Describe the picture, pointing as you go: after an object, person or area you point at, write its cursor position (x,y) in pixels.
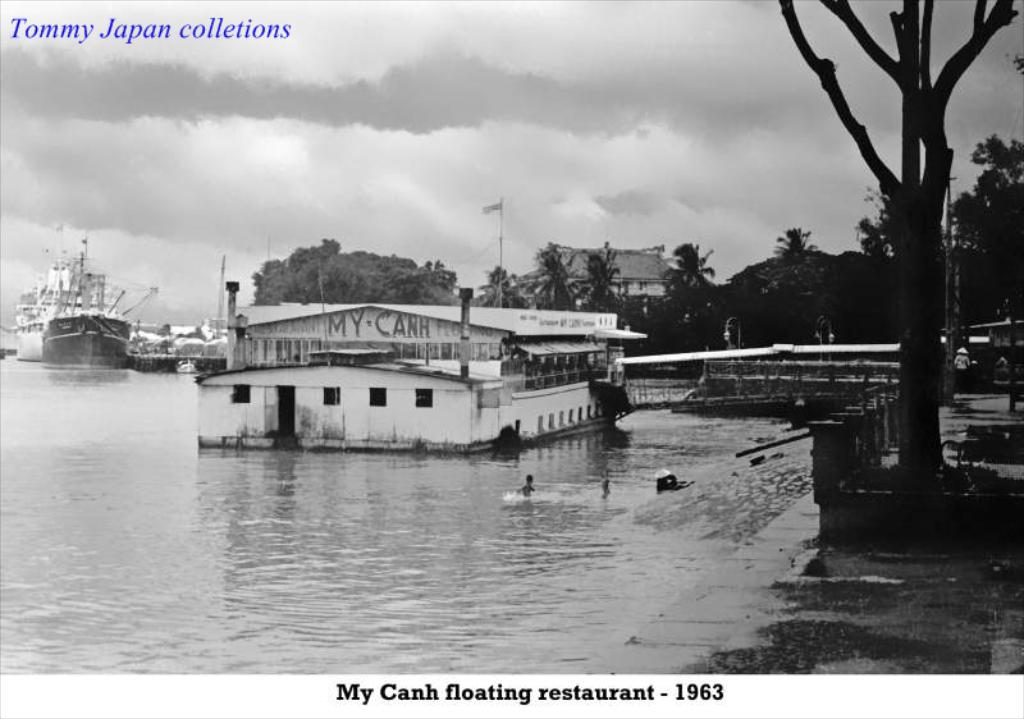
This is a black and white image and here we can see buildings (578,247), trees (888,232), ships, flags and at the bottom (404,554), there is water (419,499) and we can see some people (608,489). At the top (464,119), there is sky (537,89) and we can see some text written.
